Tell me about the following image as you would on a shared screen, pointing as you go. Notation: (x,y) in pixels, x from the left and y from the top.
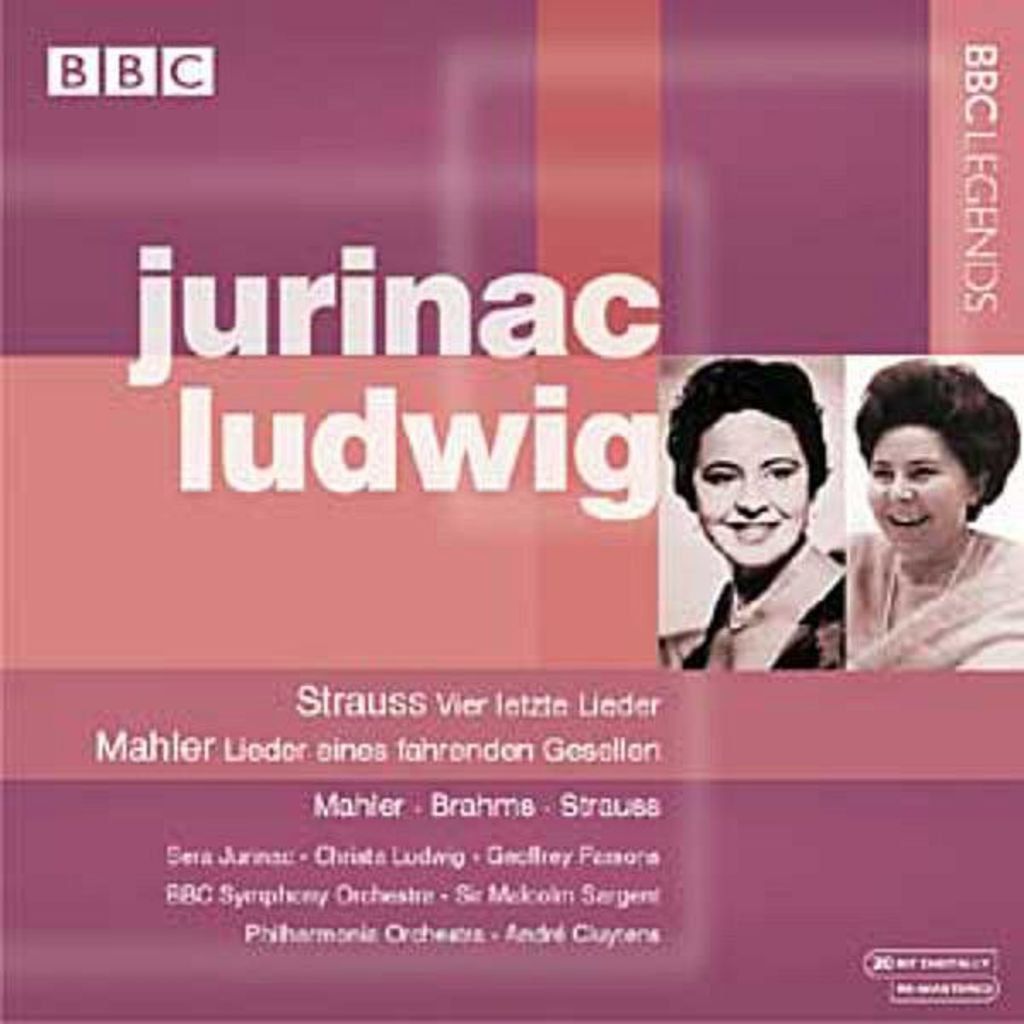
This image is an advertisement. On the right (692,642) there are pictures of two ladies (876,584) and there is text (367,812).
